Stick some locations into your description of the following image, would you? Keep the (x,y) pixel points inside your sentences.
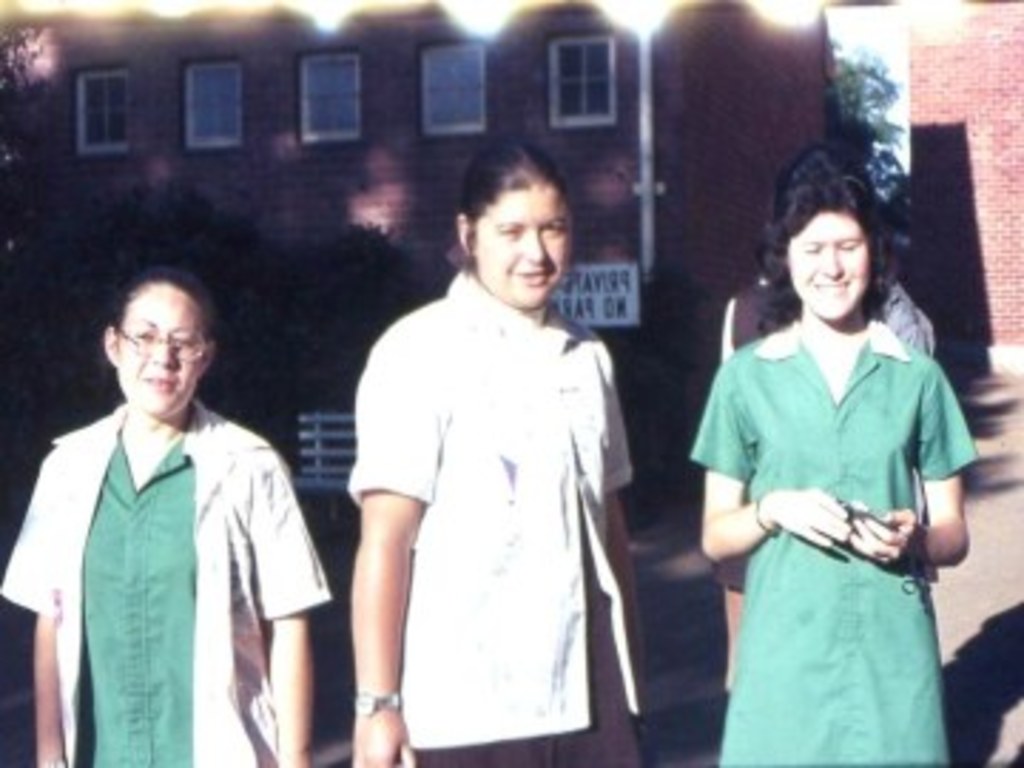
There are three women (566,523) present at the bottom of this image (378,615). We can see trees (234,264) and a building (715,153) in the background (654,155).
